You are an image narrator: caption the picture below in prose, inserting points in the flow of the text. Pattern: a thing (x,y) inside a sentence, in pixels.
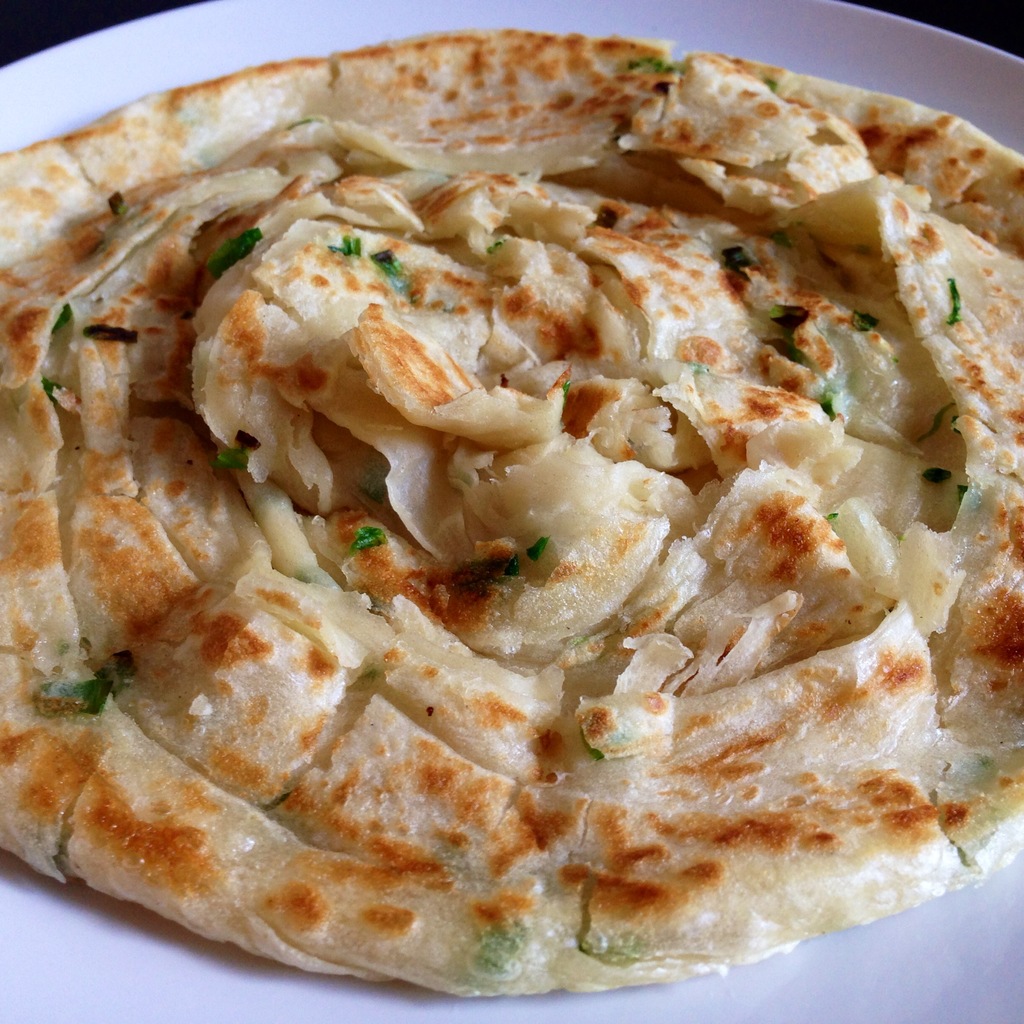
In this picture there is a plate (497,1017) in the center of the image (342,452), which contains tortilla (454,507) in it.
